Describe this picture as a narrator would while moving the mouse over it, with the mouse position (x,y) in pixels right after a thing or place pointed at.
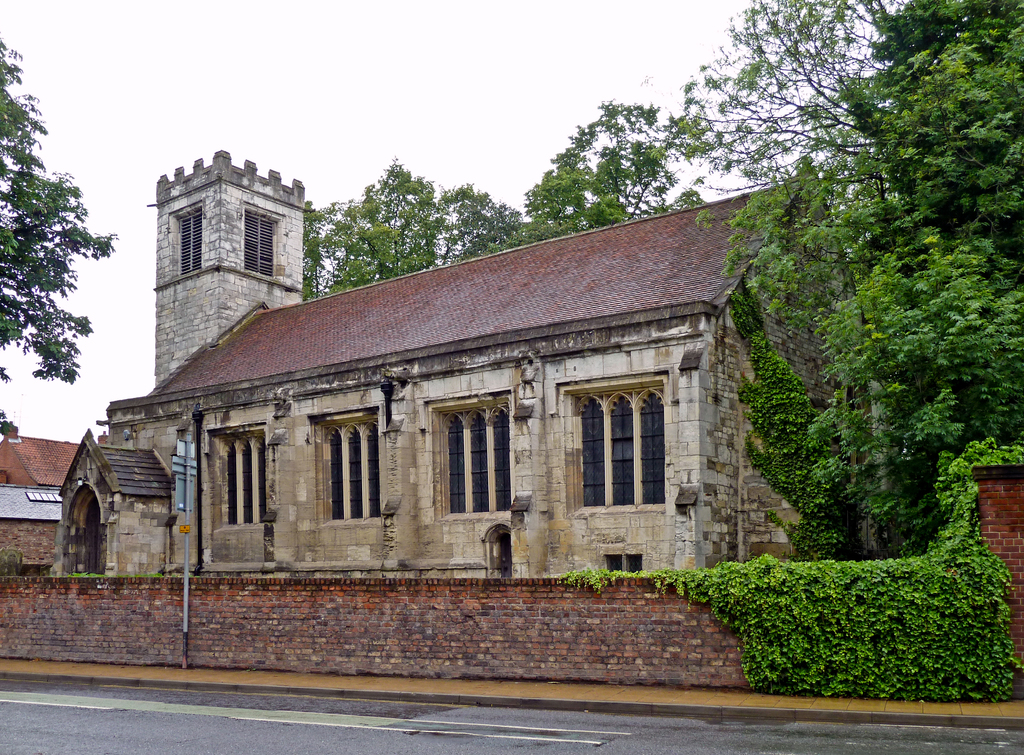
In this image I can see at the bottom (416,727) there is the road (403,727), in the middle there is brick wall (590,648) and there are creepers (813,633) on it. There is a house (477,366) with glass windows (486,461), on the right side (941,133) there are trees (947,143), at the top (344,75) it is the sky (303,100).
